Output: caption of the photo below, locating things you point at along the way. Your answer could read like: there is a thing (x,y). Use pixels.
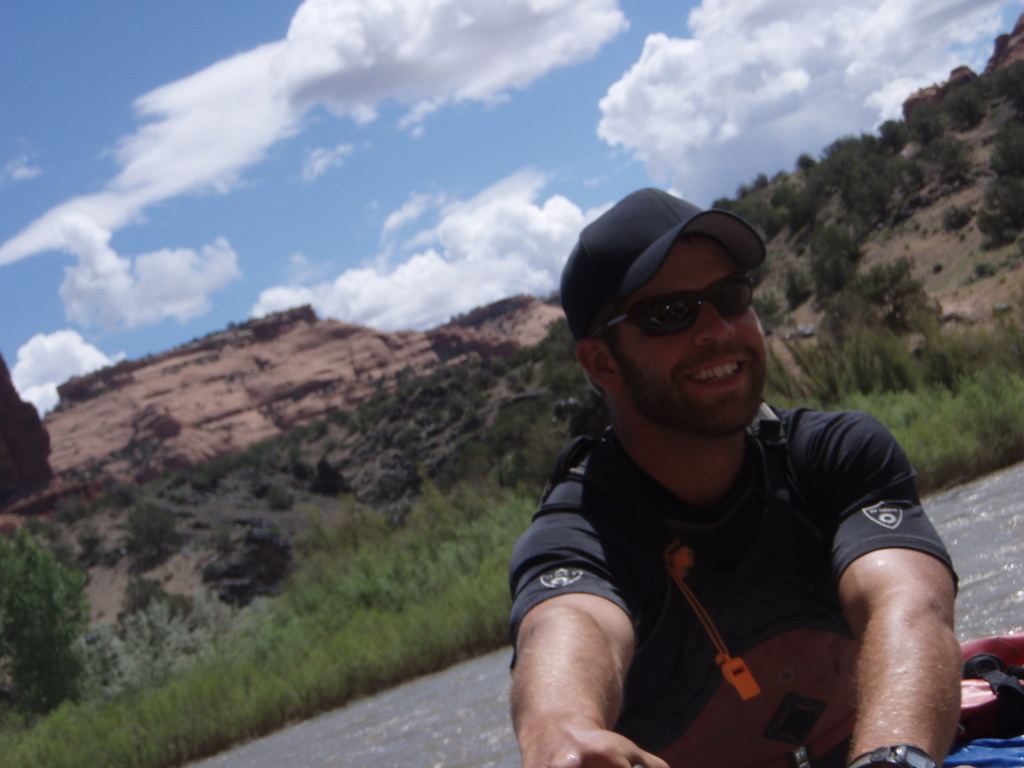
In this image, we can see some trees (22,560) and plants (852,338). There is a person (773,515) and river (366,748) at the bottom of the image (536,676). There is a hill (163,412) in the middle of the image (533,444). There are clouds (348,100) in the sky (446,120).
